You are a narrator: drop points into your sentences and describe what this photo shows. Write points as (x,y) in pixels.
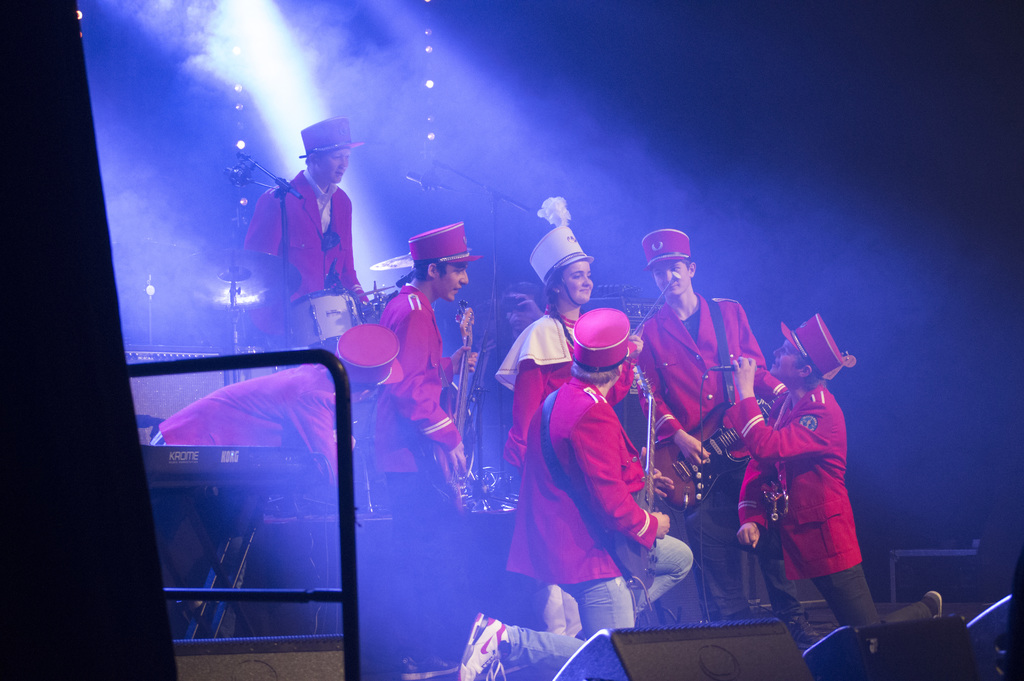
In this picture we can see a group of people (796,507) wore caps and playing musical instruments (326,336) such as guitars (740,426) and drums (326,336) and in the background (600,228) we can see lights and it is dark.
